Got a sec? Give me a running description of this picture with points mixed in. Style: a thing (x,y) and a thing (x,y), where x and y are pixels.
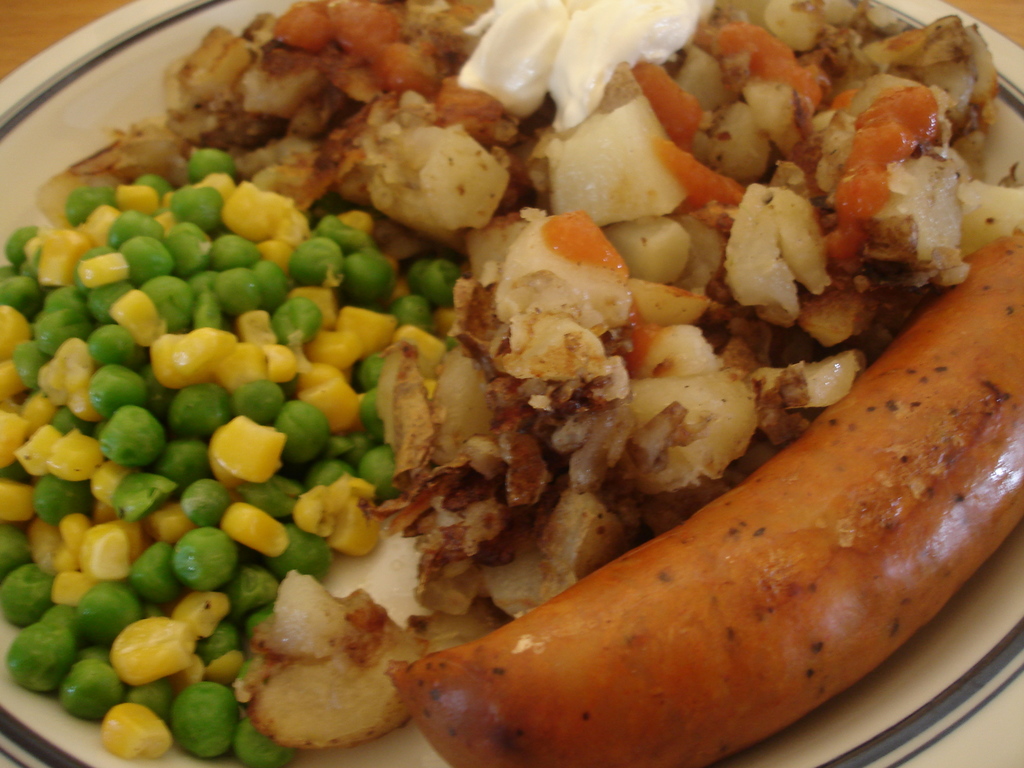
In this picture I can see food items (457,482) on the plate (1014,680).
